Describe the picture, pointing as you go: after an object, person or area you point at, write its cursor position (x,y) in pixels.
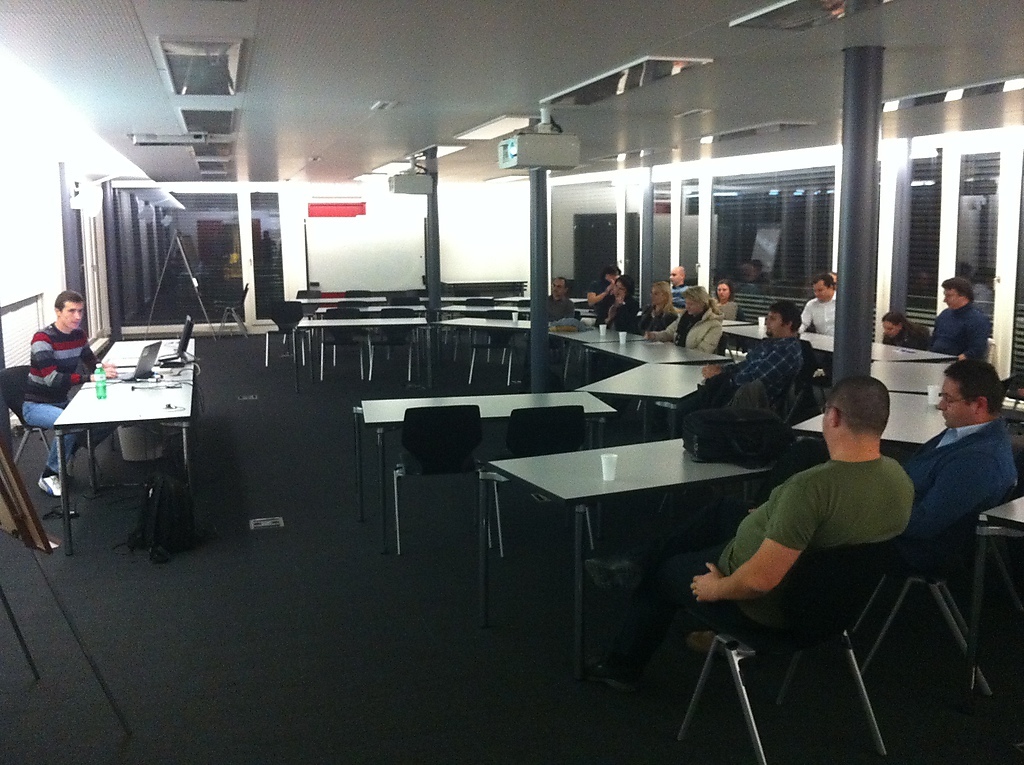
There are group of persons (773,540) sitting on the chairs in the room (88,477).
